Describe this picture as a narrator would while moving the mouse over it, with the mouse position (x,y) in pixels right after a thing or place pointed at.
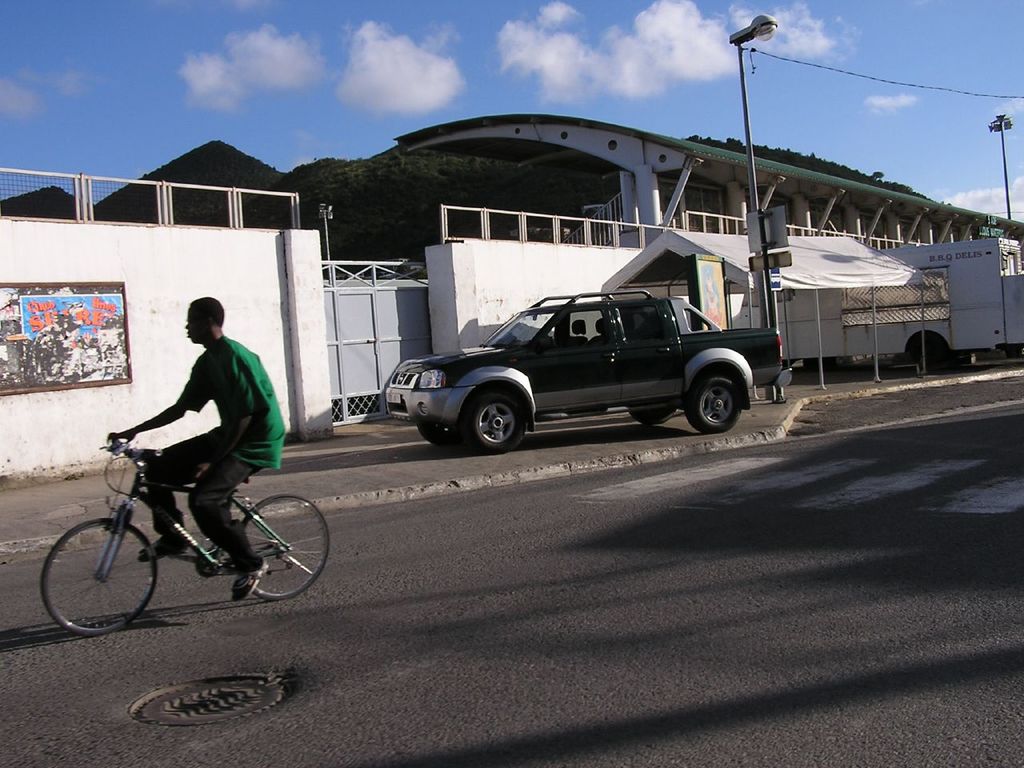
This picture is clicked outside the city. Here, we see a man (241,409) in green t-shirt (241,409) is riding bicycle (311,520) on road (288,610). There is a black car (562,350) which is parked beside the road (299,617). Beside the car (657,343), we see a bus stop (811,269) and behind that, we see a wall (437,266) and a grey gate (400,321). Behind the wall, we see many trees (432,173) and on top of the picture (880,17), we see sky (661,107) in blue color and clouds (644,41).
